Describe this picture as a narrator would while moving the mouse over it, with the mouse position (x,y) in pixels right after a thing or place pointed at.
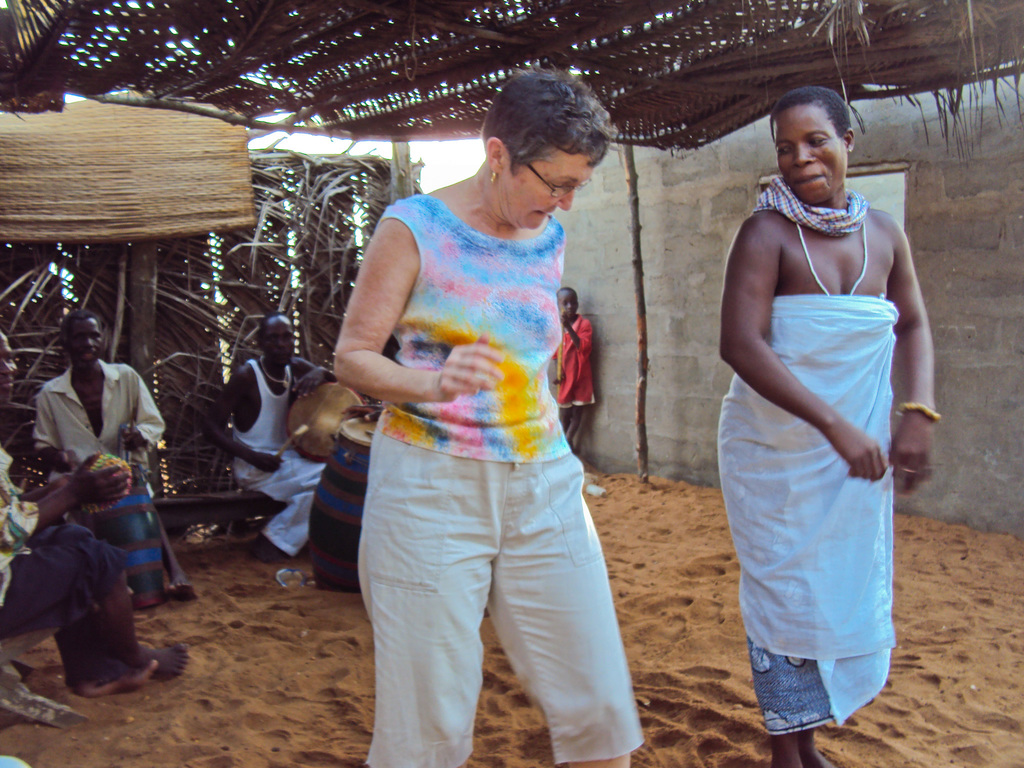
This image is taken indoors. At the bottom of the image (239,707) there is a ground (721,642). At the top of the image (223,43) there is a roof (455,110) with a few wooden sticks (388,99) and mats (685,22). In the background (660,237) there is a wall (688,260) with a window (889,209). There is a wooden stick (630,172) and there are few mats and coconut leaves (128,257). A kid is standing on the ground (224,612). Three men (268,420) are sitting on the benches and they are playing music with musical instruments (301,422). In the middle of the image (516,355) two women (473,440) are performing.
